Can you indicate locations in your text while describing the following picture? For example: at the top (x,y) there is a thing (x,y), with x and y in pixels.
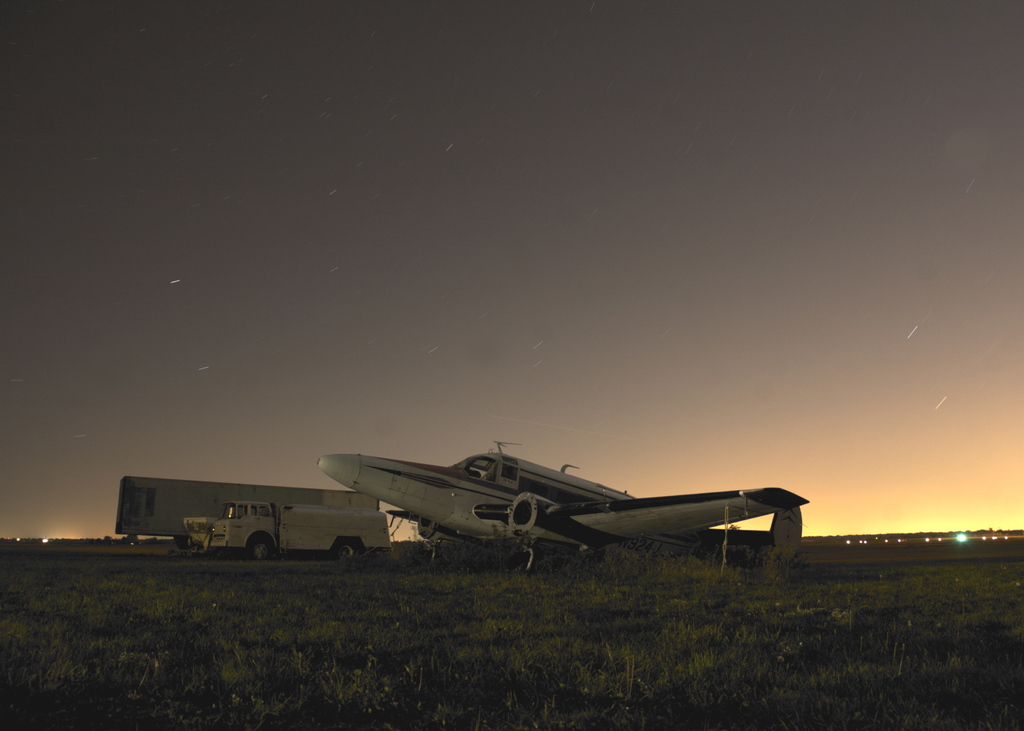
In this picture we can see airplane (451,538) and beside this we have white truck (284,534) and this are on the grass area (617,643) and in background (798,394) we can see sky (323,301) some lights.
